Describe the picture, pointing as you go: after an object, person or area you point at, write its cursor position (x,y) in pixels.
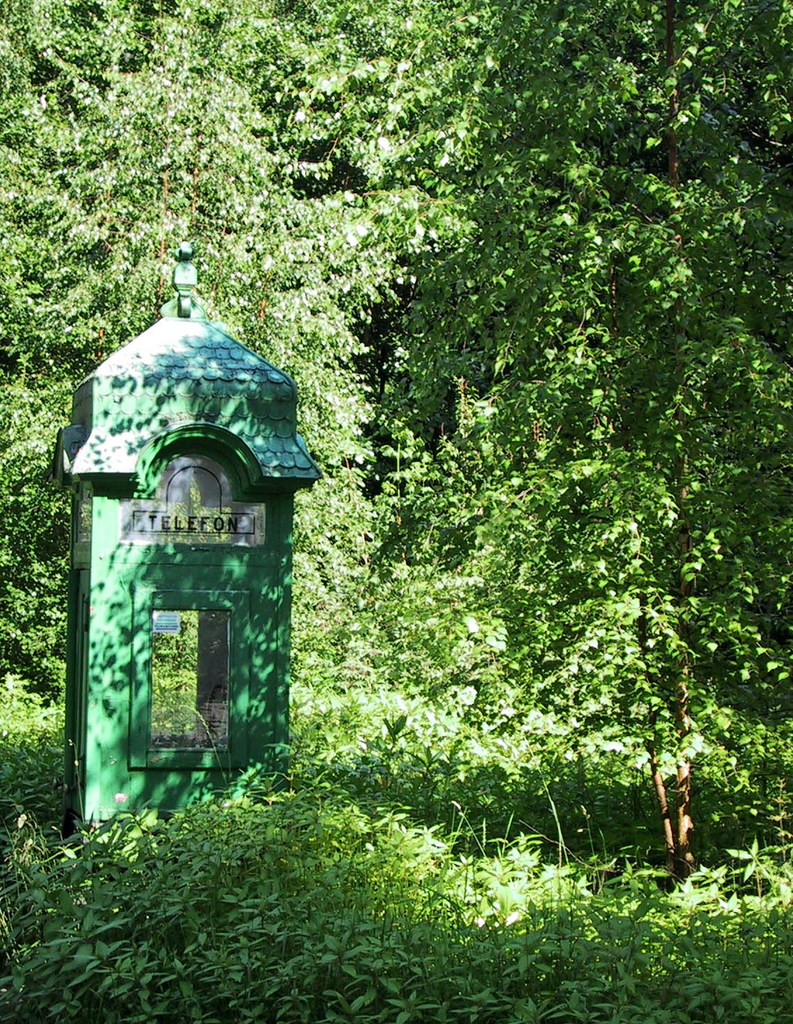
In this image, we can see so many trees (377,663) and plants (457,917). On the left side of the image (196,610), we can see a telephone booth (196,621). Here we can see a glass (183,681) and sticker (170,617).
